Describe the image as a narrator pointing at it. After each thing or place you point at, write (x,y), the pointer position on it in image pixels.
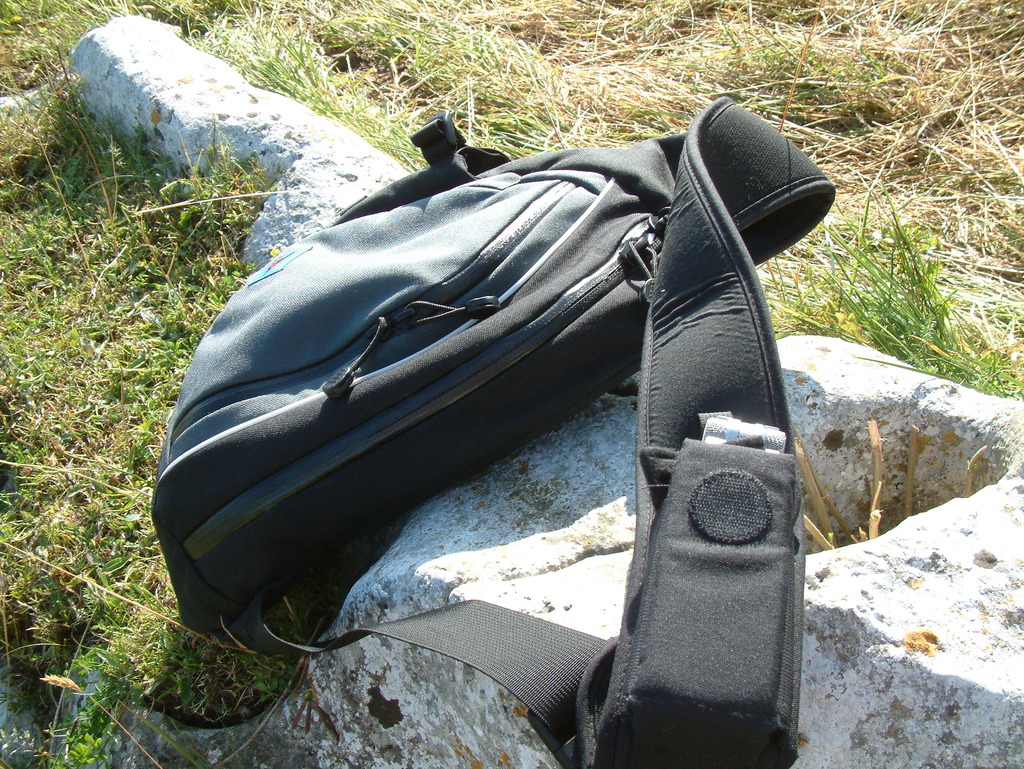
There is a bag (456,295) placed on the rock (496,469) and the ground (167,342) is greenery (113,377).
